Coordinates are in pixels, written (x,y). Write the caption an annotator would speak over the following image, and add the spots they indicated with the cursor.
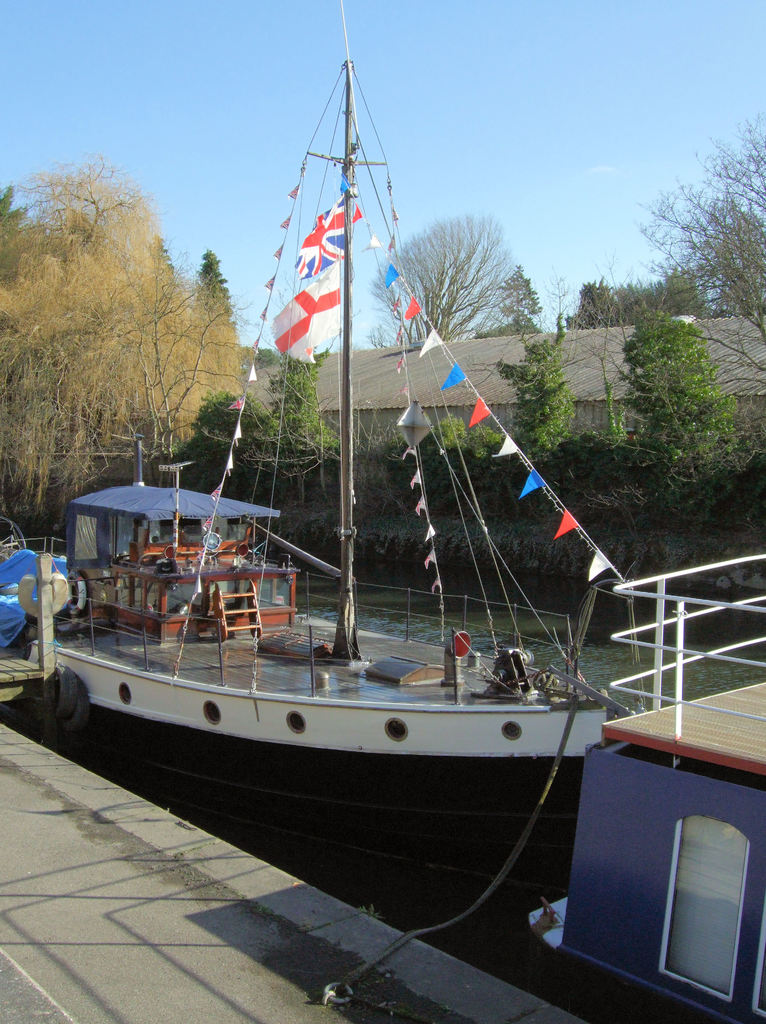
In this image I can see few houses (615,422), trees (607,479) and the sky (409,125). I can see few ships (441,778) on water surface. I can see few objects (493,686), poles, flags (336,247) on the ship (362,667).
